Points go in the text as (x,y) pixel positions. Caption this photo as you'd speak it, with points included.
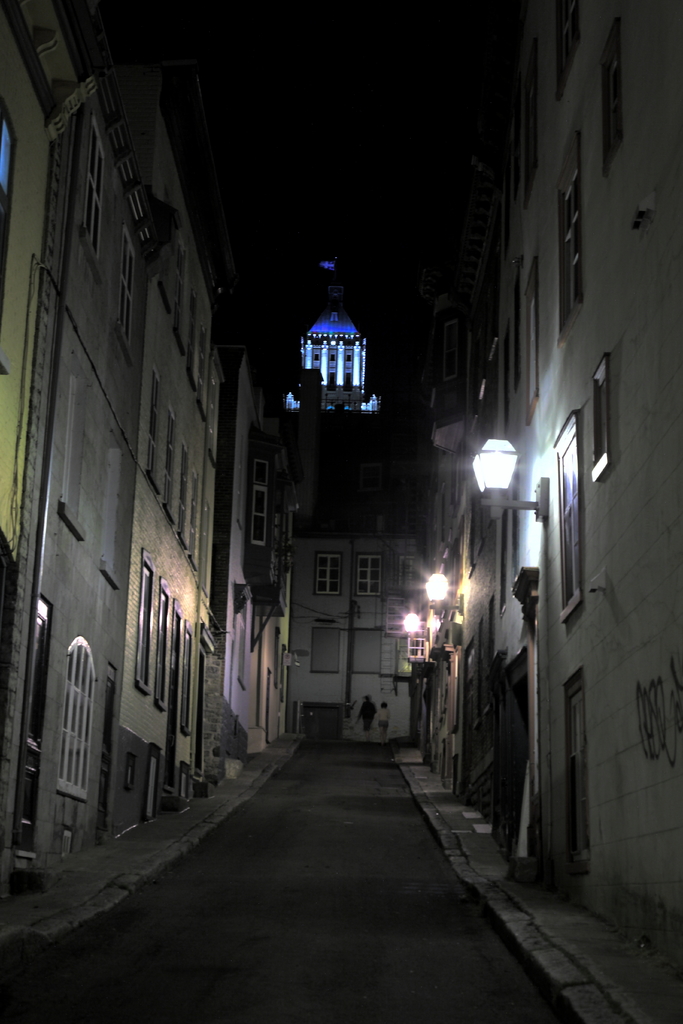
On the right (646,650) there are buildings (526,467), lamps (540,492) and windows (569,834). On the left (110,617) we can see buildings (89,455), windows (74,744) and doors (24,808). In the center of the background (336,383) we can see buildings (326,415), light (339,374) and windows (317,355). In the center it is road (293,813).
